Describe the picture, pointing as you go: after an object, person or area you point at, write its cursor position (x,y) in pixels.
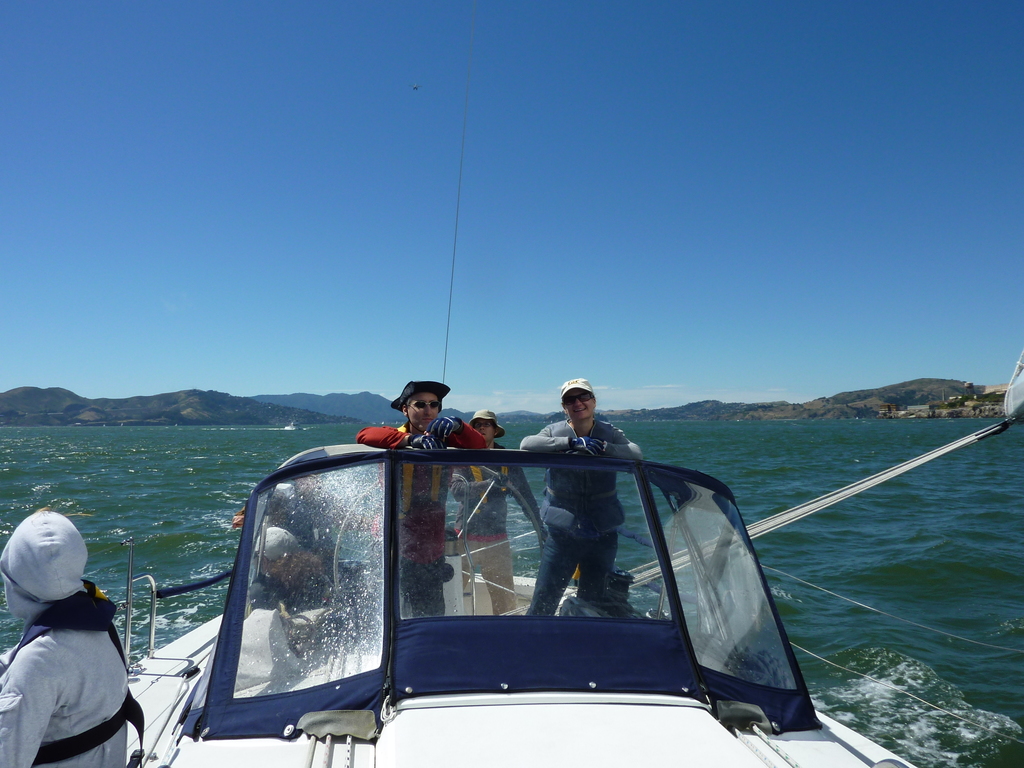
In this image I can see a boat (483,734) which is white and blue in color on the surface of the water (822,664) and few persons (500,546) standing on the boat (362,609). In the background (106,467) I can see the water (114,466), few mountains (840,411) and the sky (524,268).
